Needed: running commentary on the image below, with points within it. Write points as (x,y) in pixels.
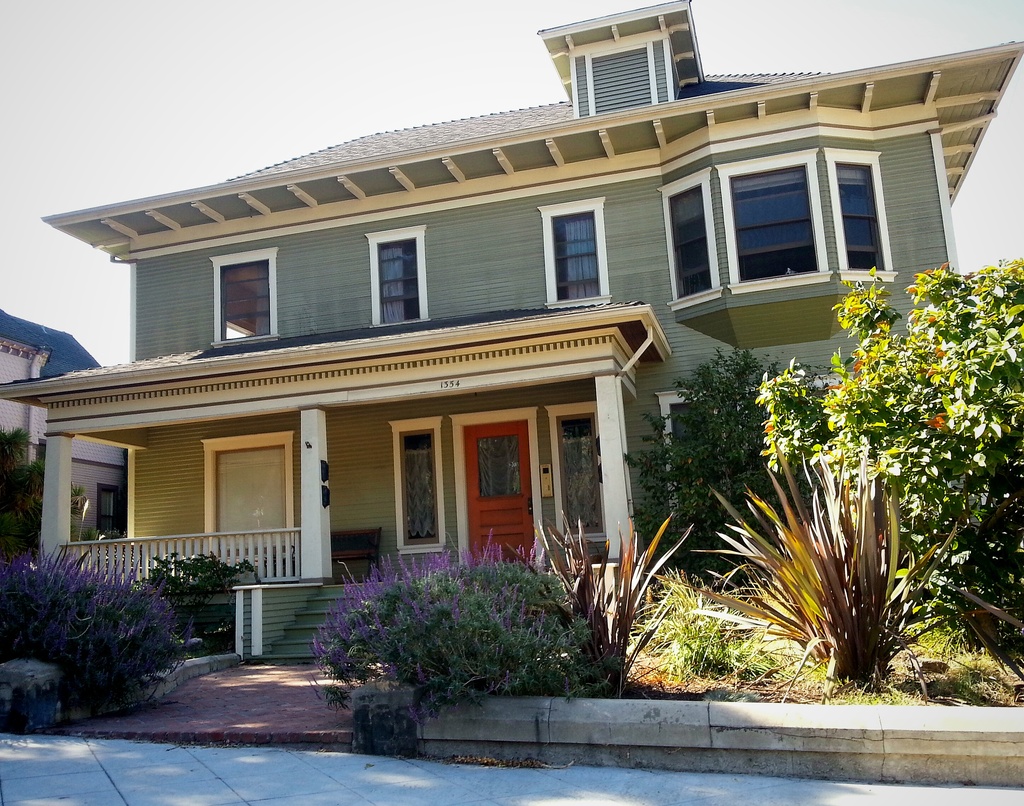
In this image there is a building (488,363) in the middle (540,307). At the top (237,88) there is the sky (237,88). In front of the building (535,274) there is a garden (830,617) in which there are different plants (799,510) one beside the other. In front of the door (521,494) there are flower plants (327,622).
